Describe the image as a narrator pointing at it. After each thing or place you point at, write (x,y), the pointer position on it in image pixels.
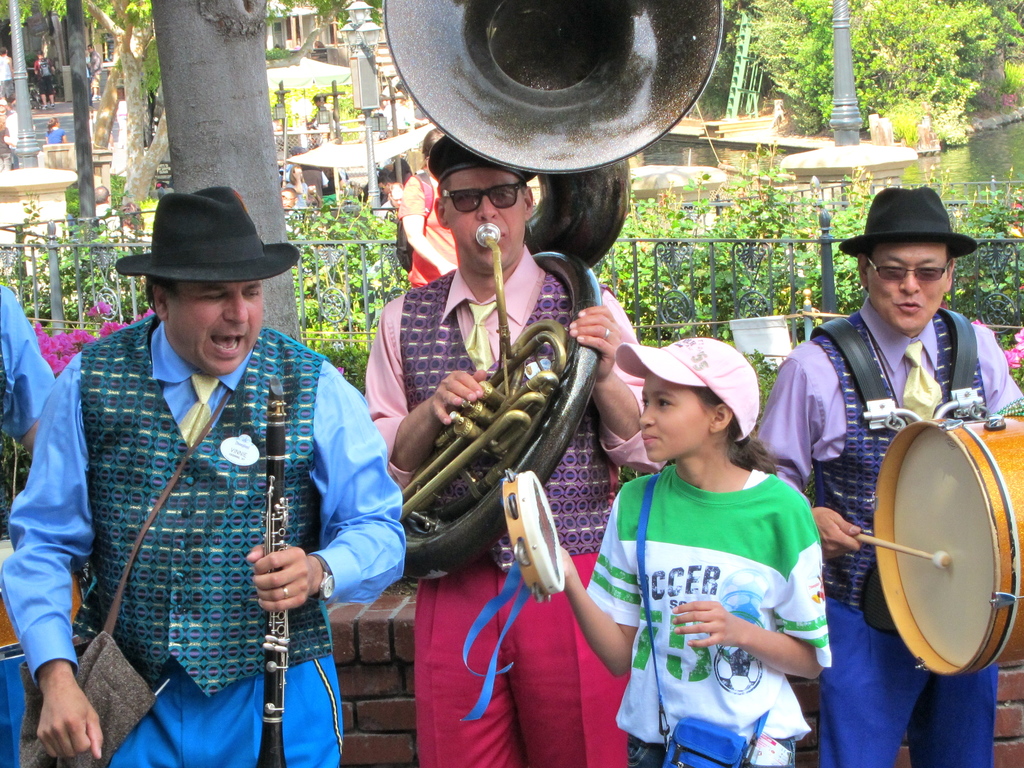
There are group of persons (325,416) playing music and there are trees (874,38) and river (973,145) behind them.
